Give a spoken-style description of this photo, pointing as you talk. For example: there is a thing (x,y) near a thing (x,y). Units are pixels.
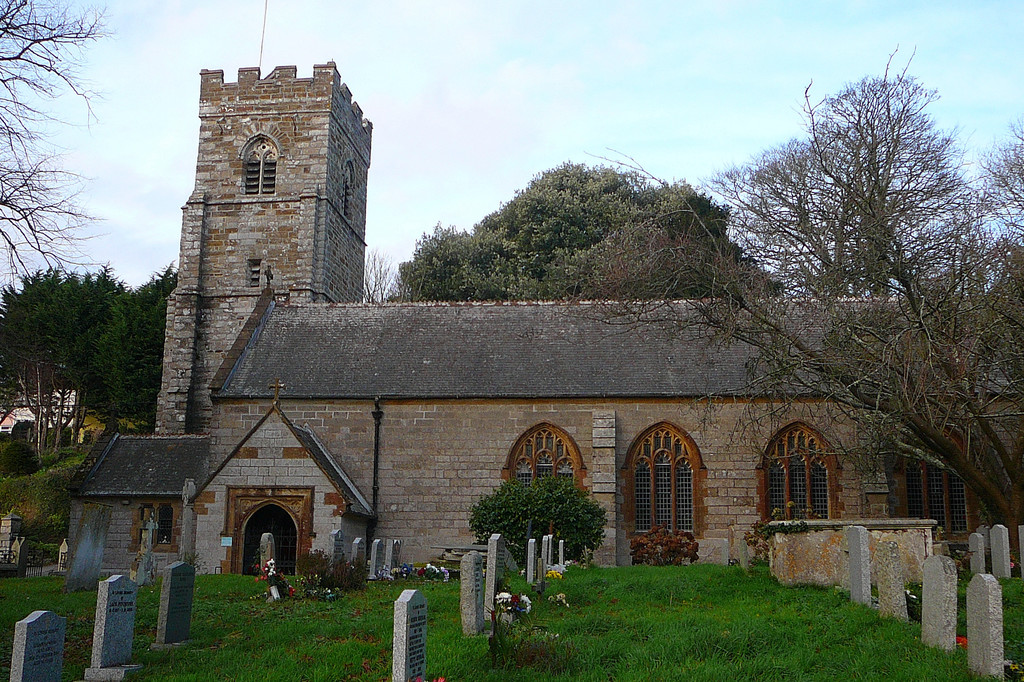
In the center of the image (351,410) we can see a church (452,499). At the bottom (419,648) we can see graves (467,563) and grass (282,653). In the background (5,508) there are trees (814,186) and sky (633,104).
